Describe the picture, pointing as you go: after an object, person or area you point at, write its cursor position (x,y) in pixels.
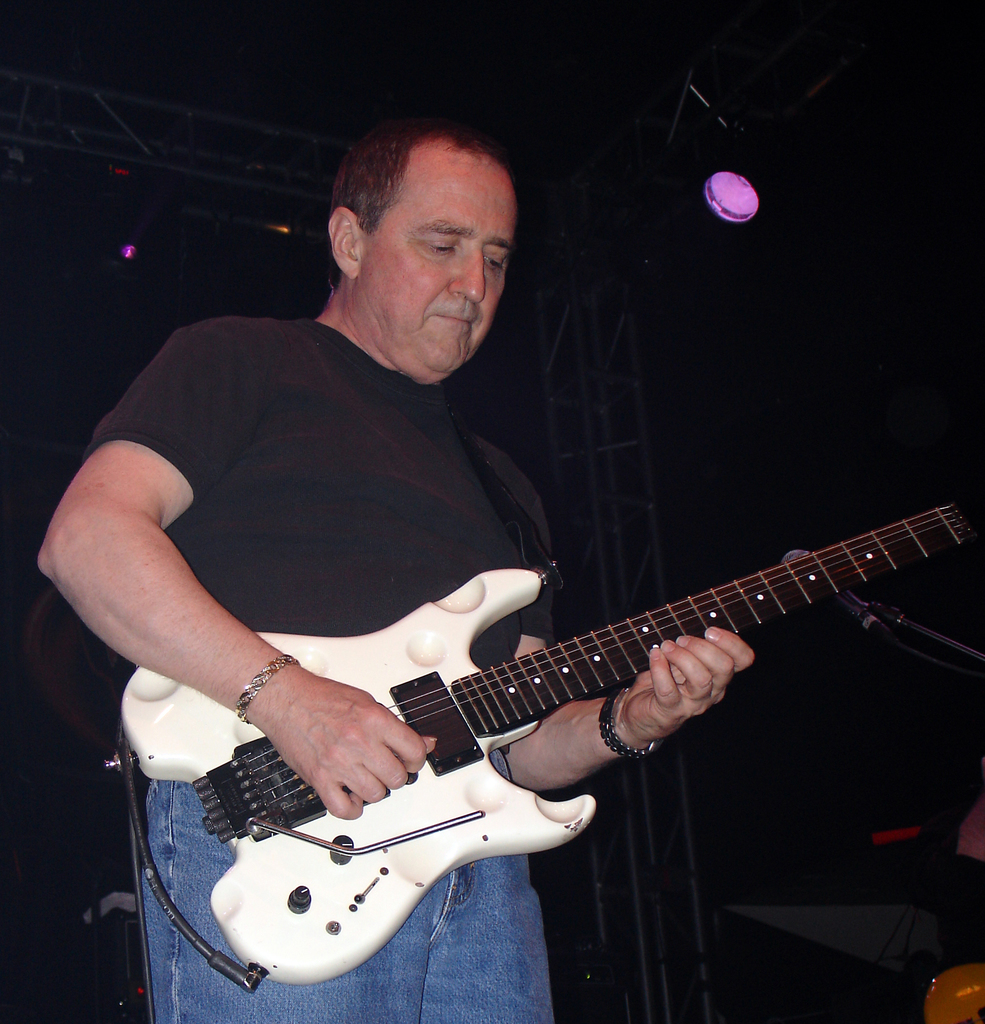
In this picture we can find a man (383,537) playing a guitar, the guitar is in white colour and man (269,510) is wearing a black T-shirt (228,344). In the background (630,562) we find a black curtain (615,559) with light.
